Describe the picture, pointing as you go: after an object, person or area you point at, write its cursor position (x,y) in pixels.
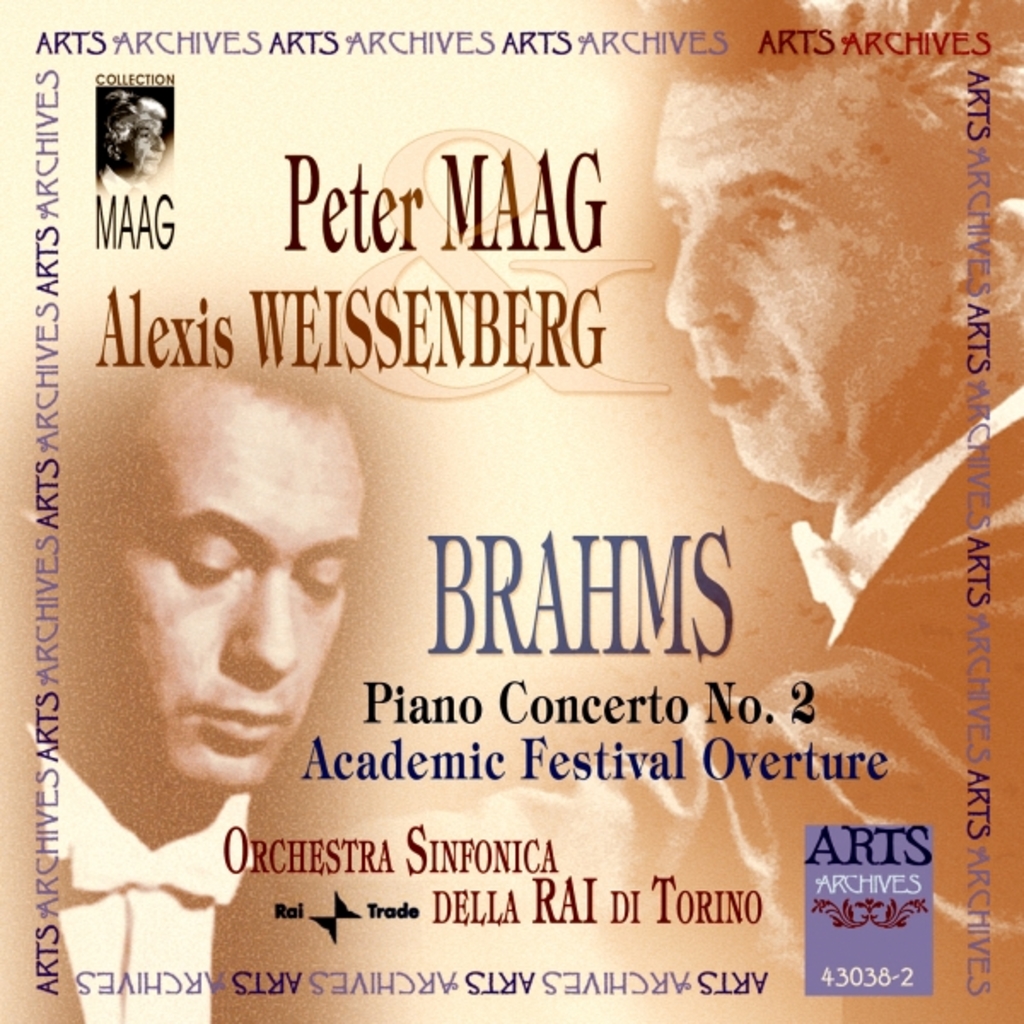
In this image there are persons (268,486) printed, there is text (37,826) printed.
